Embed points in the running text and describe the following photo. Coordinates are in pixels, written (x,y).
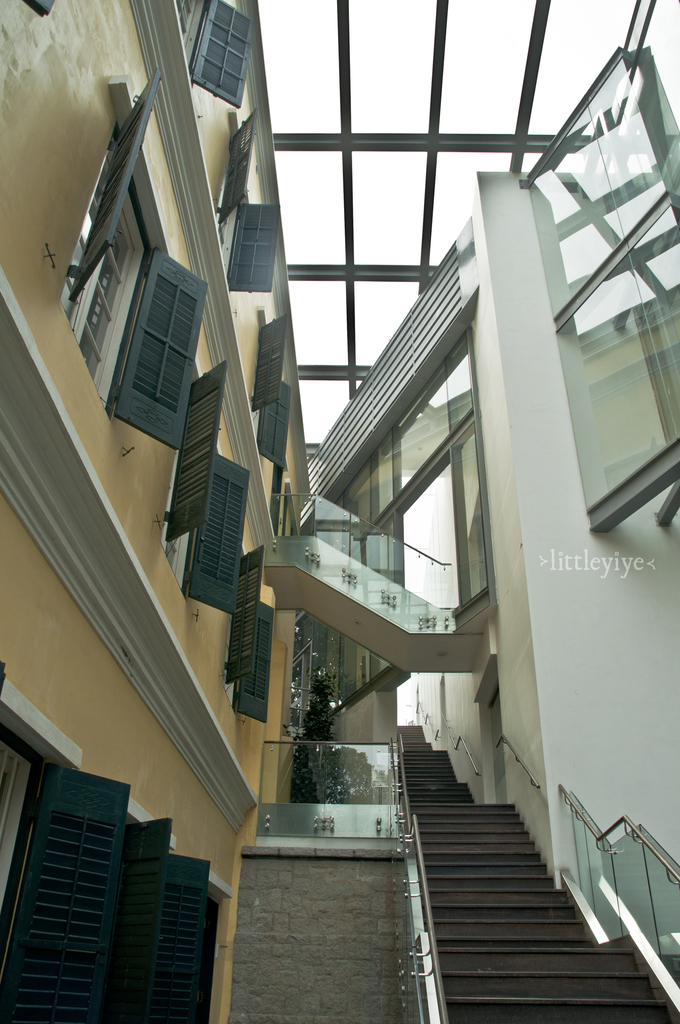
On the left side (122,804), there is a building (124,366) having windows (284,333) which are having wooden doors (209,426). Besides this building (243,812), there is a glass item (374,767) on a wall (304,872). On the right side (558,987), there are steps (552,992) which are having fences (667,889) on both sides. These steps (455,933) are attached to a building (407,459) which is having glass windows (578,162). In the background (562,14), there is a fence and there is sky (513,65).
